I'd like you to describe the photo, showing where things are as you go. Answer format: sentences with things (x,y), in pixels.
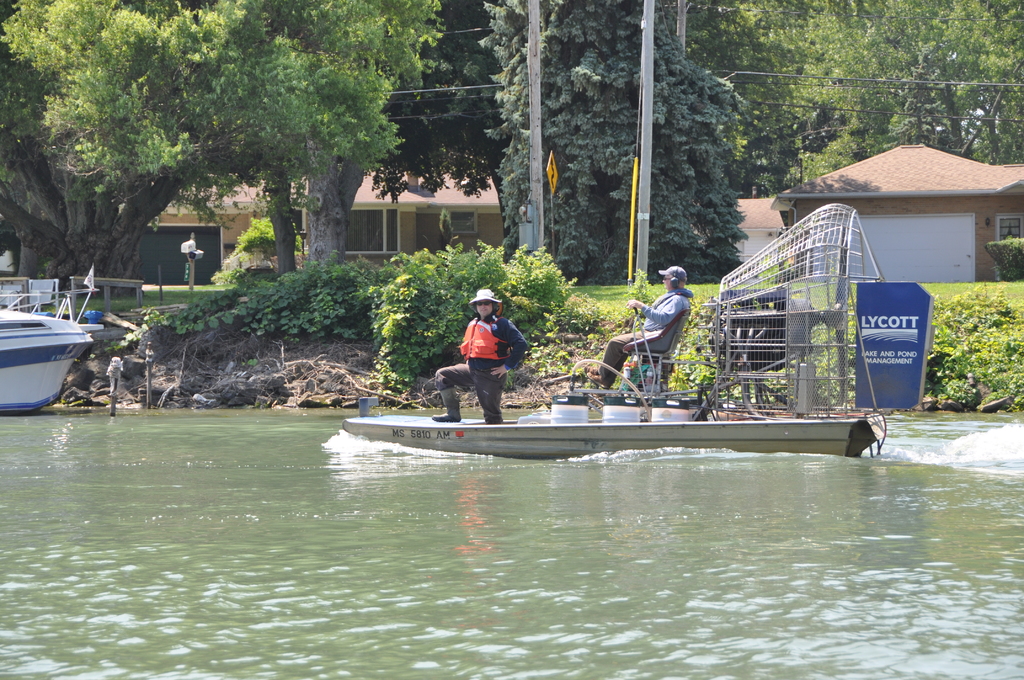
In this image, we can see water (621,633) and there is a boat (816,451), there are two persons (606,363) in the boat (654,363), we can see some green color plants (511,297) and trees (344,118), there are some homes (962,216).
